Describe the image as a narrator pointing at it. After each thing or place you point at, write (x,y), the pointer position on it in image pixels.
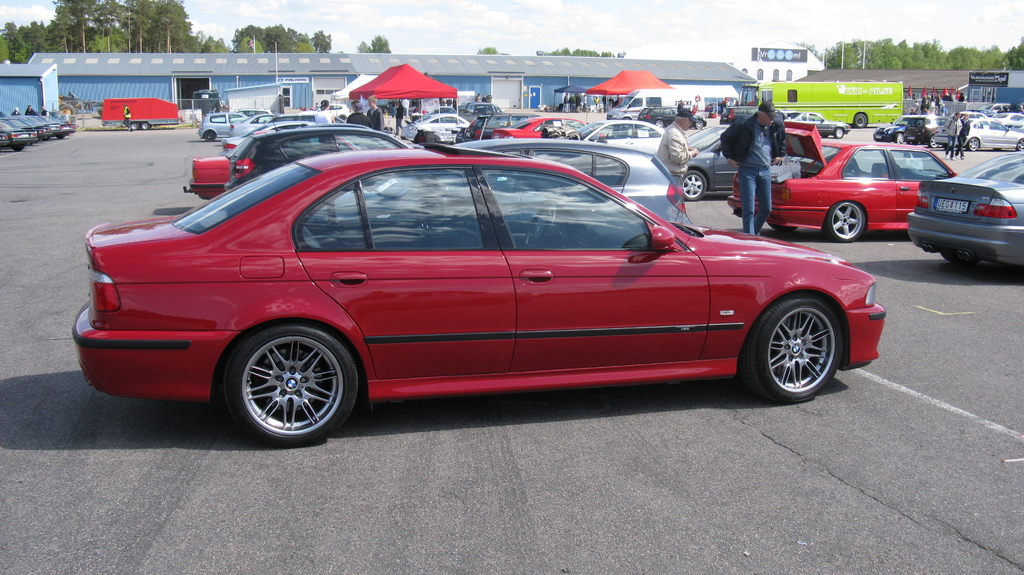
In this image, we can see sheds (286,78), tents (385,95), people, vehicles (580,166), flags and some other objects (427,111) are on the road (524,445). In the background (73,12), there are trees (159,18) and at the top (431,16), there are clouds (472,9) in the sky (363,10).
